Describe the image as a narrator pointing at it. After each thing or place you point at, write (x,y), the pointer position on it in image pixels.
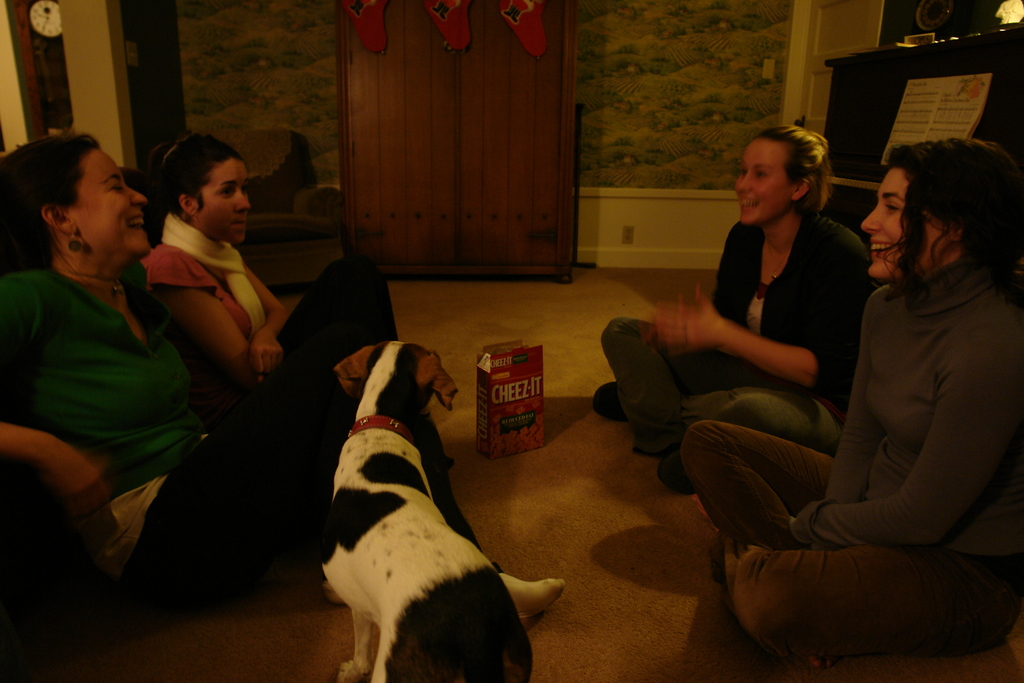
In the picture we can see four women (854,639) sitting together, they are talking and laughing and in the middle of them, we can see a dog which is white and some parts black in color and in the background (106,88) we can see a wall (785,4) with a wooden door (488,51).
